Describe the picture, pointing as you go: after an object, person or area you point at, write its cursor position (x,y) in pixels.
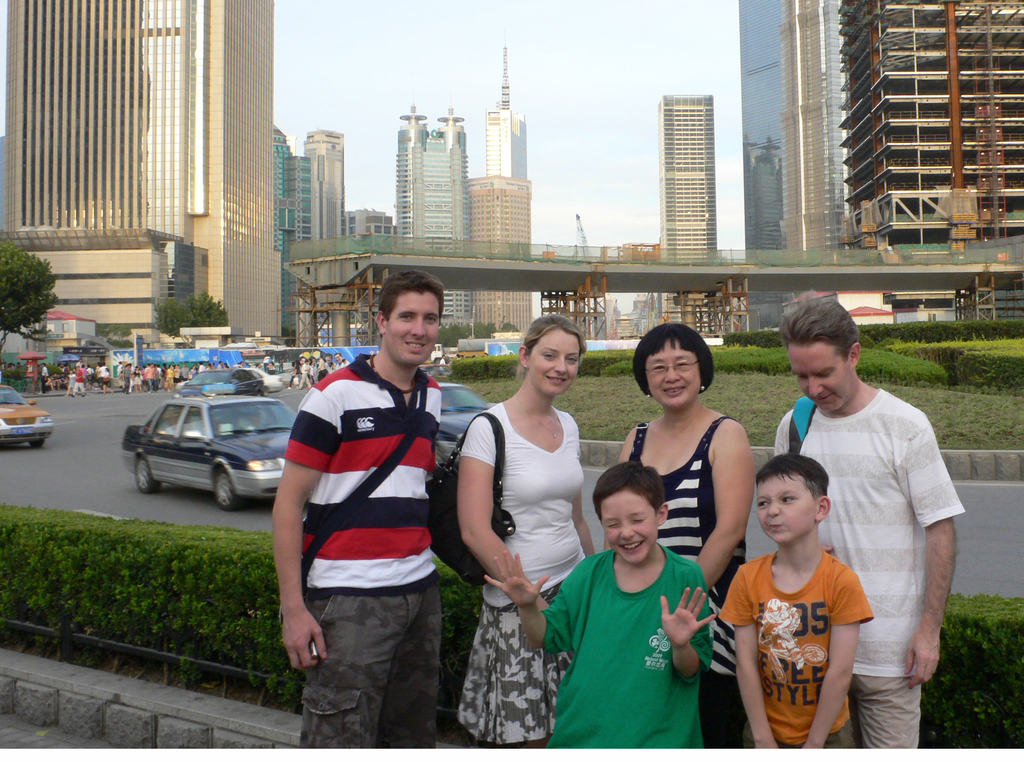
In the center of the image (478,424) we can see people (856,484) standing and there are cars (267,484) on the road (231,512). In the background (222,298) there are buildings (909,194), trees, hedges (732,354), people (128,369), bridge (507,258) and sky (589,184).
